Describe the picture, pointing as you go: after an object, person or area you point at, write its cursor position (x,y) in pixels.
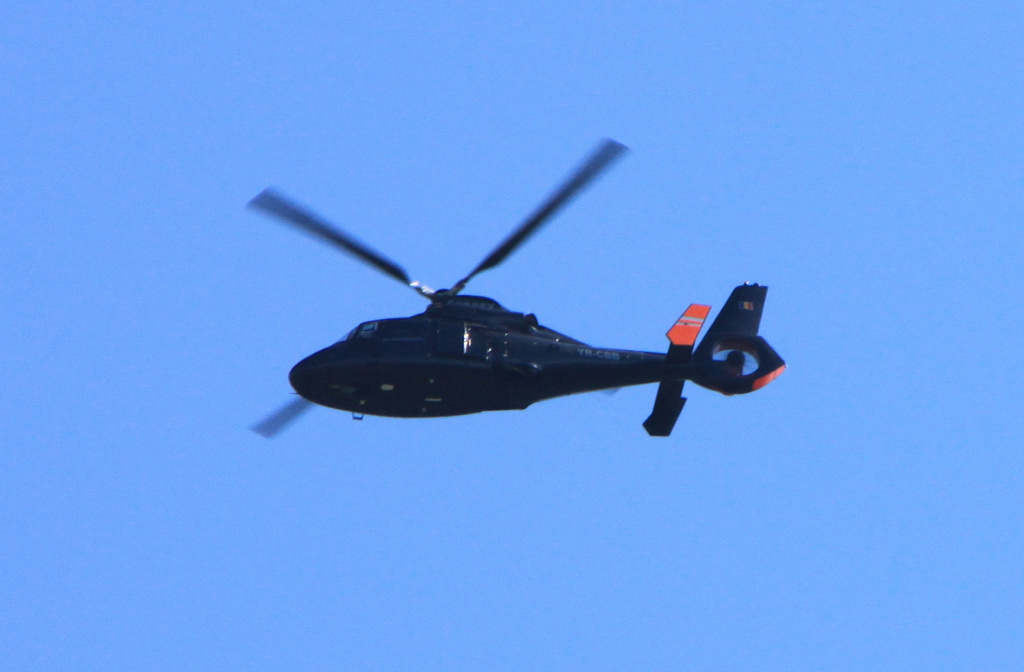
In this image we can see a helicopter (577,377) is flying in the sky (370,309).
